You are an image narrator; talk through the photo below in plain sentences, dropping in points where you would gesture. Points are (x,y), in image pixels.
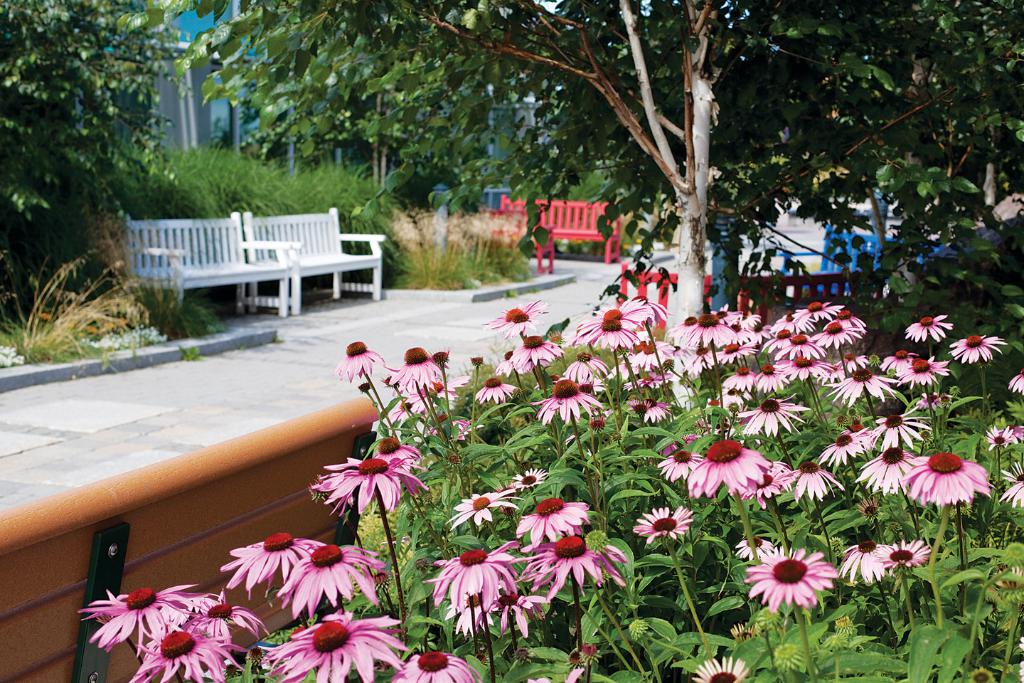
In this image we can see flowers (769,548) with plants (429,524). In the background (700,199) we can see benches (333,228), shrubs (280,178) and trees (556,104).
